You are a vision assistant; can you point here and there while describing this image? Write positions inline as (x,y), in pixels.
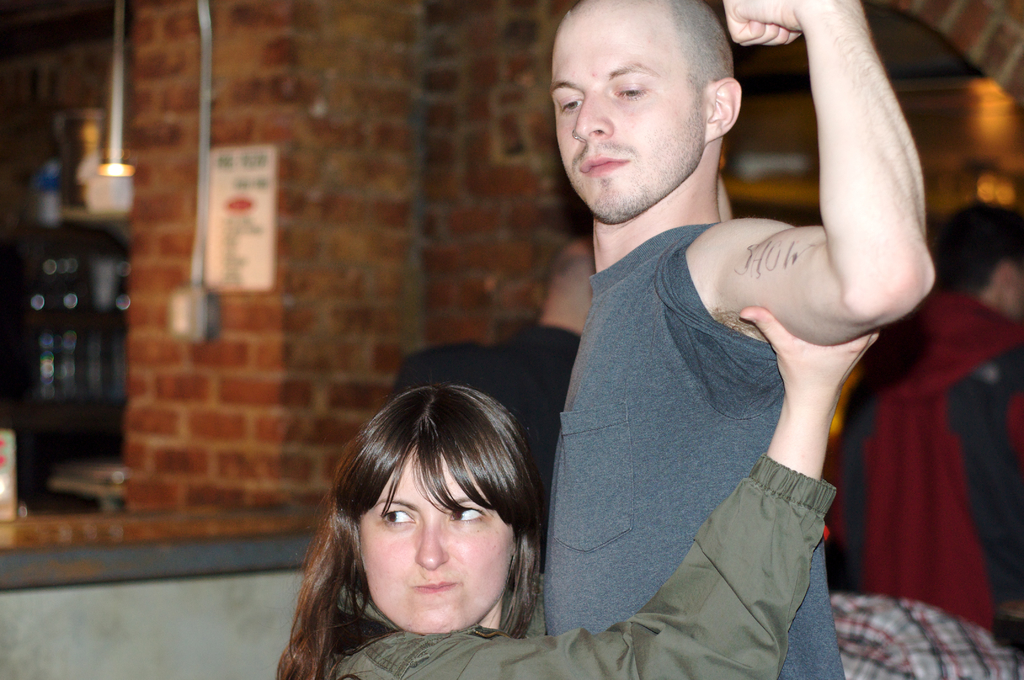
In this image we can see a man (562,99) and a woman (430,412). In the background (306,219) there are walls (293,138) and pipelines (208,99) attached to them.
